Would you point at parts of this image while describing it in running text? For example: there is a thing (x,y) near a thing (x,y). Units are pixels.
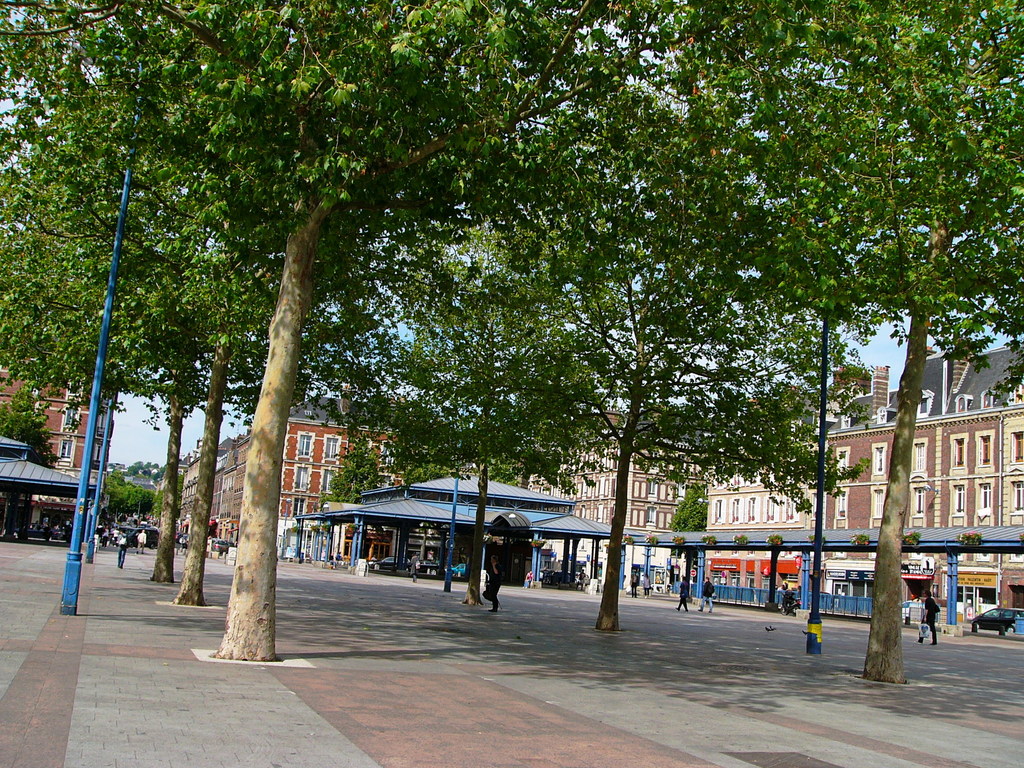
In this picture we can see trees (664,208) and buildings (962,359), there are some people (184,540) walking in the middle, on the left side (89,464) there are poles (89,450), on the right side (991,615) there is a car (1003,620), it looks like a shed (534,521) in the middle (442,500), there is the sky (191,445) in the background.
